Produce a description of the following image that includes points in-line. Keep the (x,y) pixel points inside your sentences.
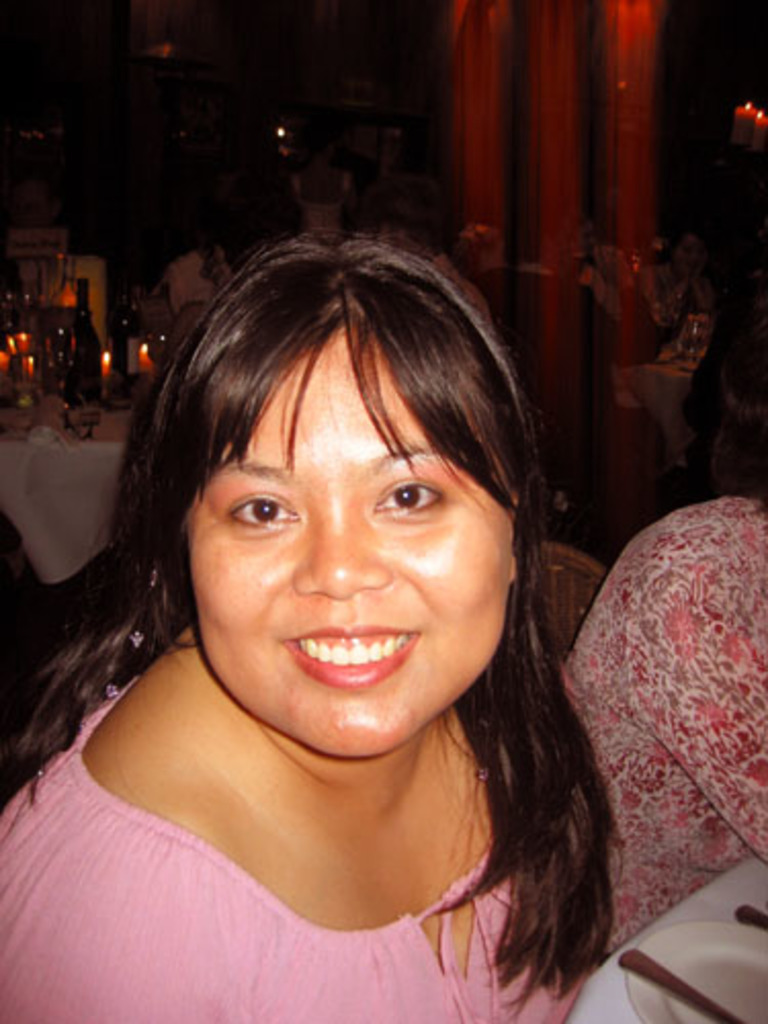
Here I can see two persons (388,861) are sitting on the chairs (580,609) in front of the table (606,979) which is covered with a white color cloth (599,989). This woman (325,804) is wearing a pink color dress (130,934), smiling and giving pose for the picture. On the table (591,1010) I can see a plate (690,955) and spoons (758,919). In the background (40,479) there are some more tables (654,378) and few people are sitting on the chairs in the dark. On the tables (40,483) I can see few candles (25,339).
